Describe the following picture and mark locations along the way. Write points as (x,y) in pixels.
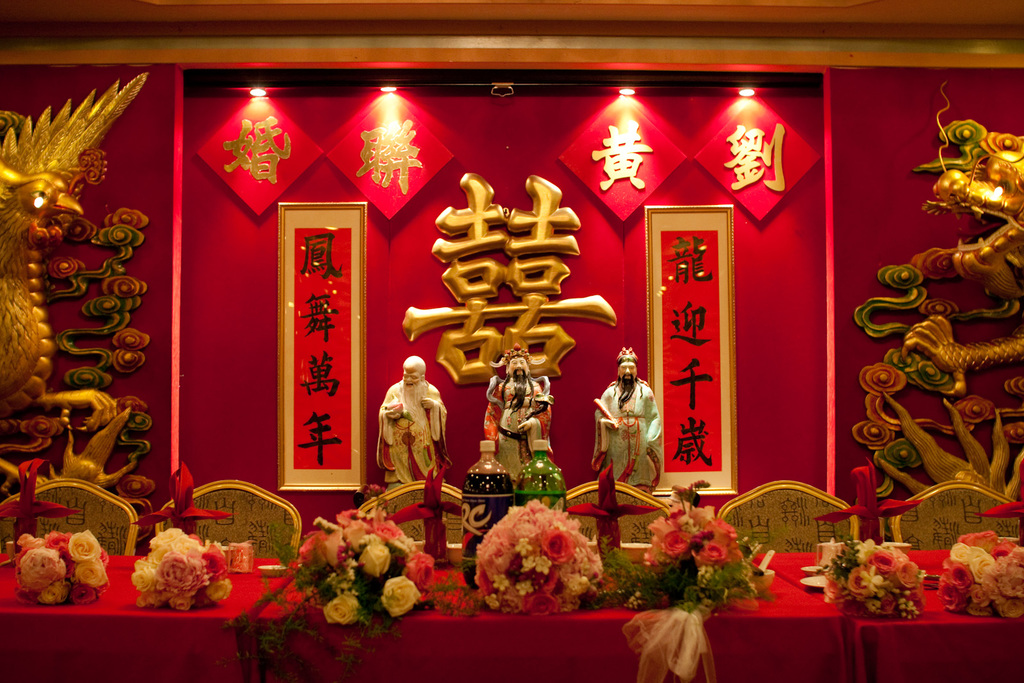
In the foreground of the picture (240,575) there are chairs (59,527), bouquets (335,539), bottles (490,532), tables (136,612) and cloth (199,621). In the center of the picture (516,357) there are statues (414,398). In the background (514,234) there are lights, boards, sculptures (37,325) and text (456,283).
